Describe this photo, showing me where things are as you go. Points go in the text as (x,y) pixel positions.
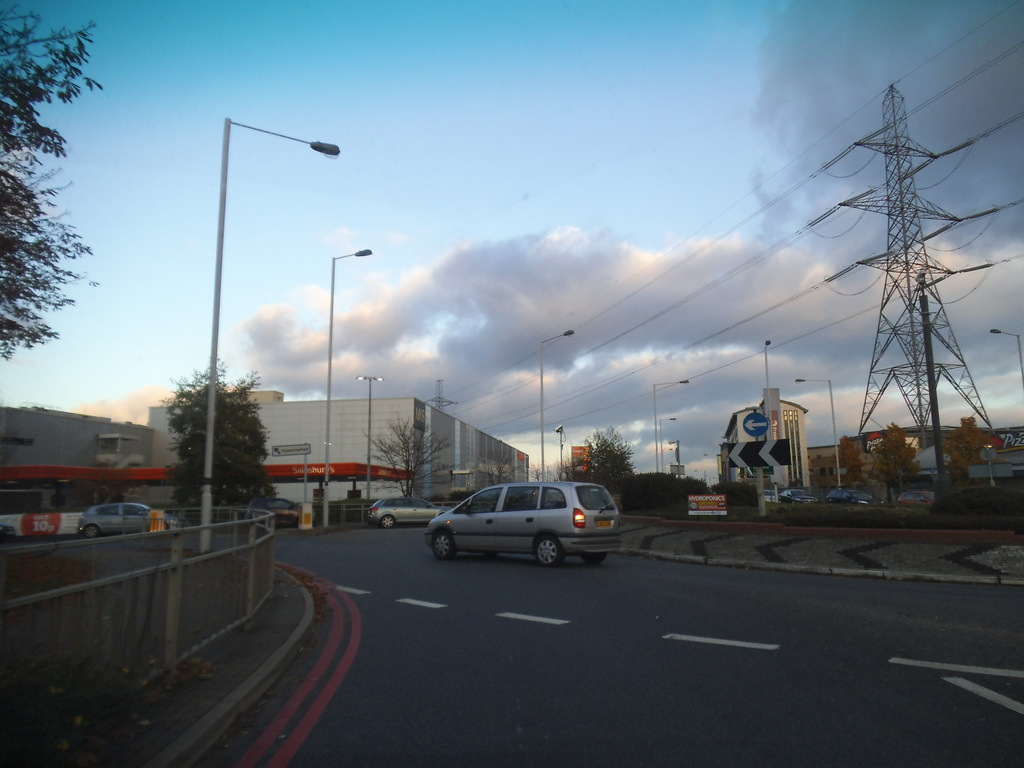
In the foreground of this image (509,728), on the road (458,683), there are vehicles (442,528) moving. On the left (204,613), there is a railing (243,574), few trees (257,434), poles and buildings (390,456). On the right (920,522), there are plants (823,514), trees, sign boards (773,416), poles (932,385), tower (895,149), cables (782,304) and the side path (929,561). On the top (551,115), there is the sky (558,215) and the cloud (495,288).
